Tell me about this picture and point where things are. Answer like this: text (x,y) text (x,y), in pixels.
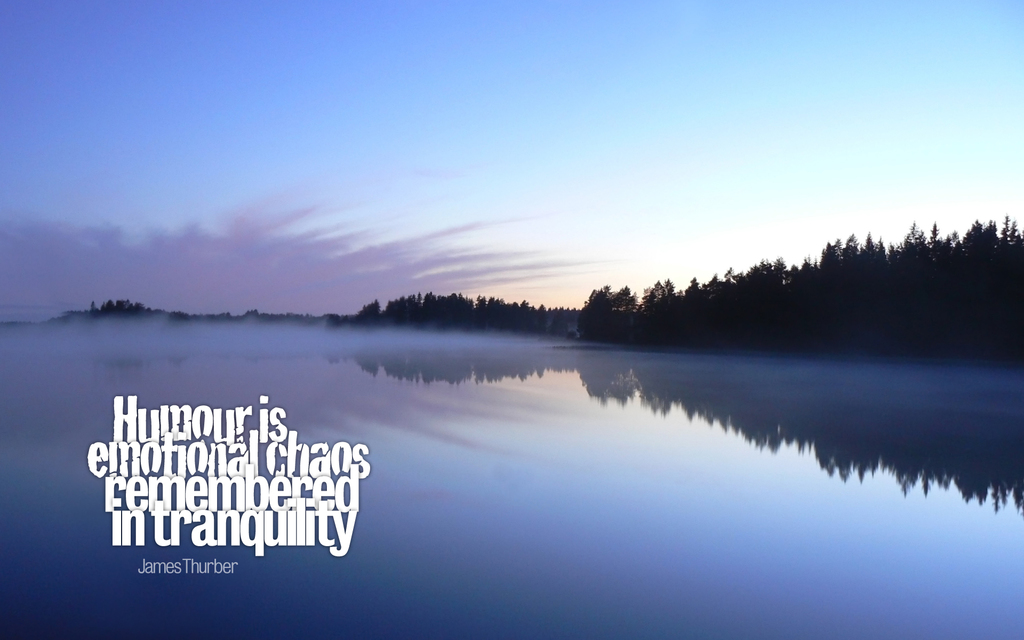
In the foreground of the picture (560,404) there are text (276,465), water body (618,424) and smoke (395,342). In the background (458,302) there are trees (557,331). At the top (350,143) it is sky (566,206).
